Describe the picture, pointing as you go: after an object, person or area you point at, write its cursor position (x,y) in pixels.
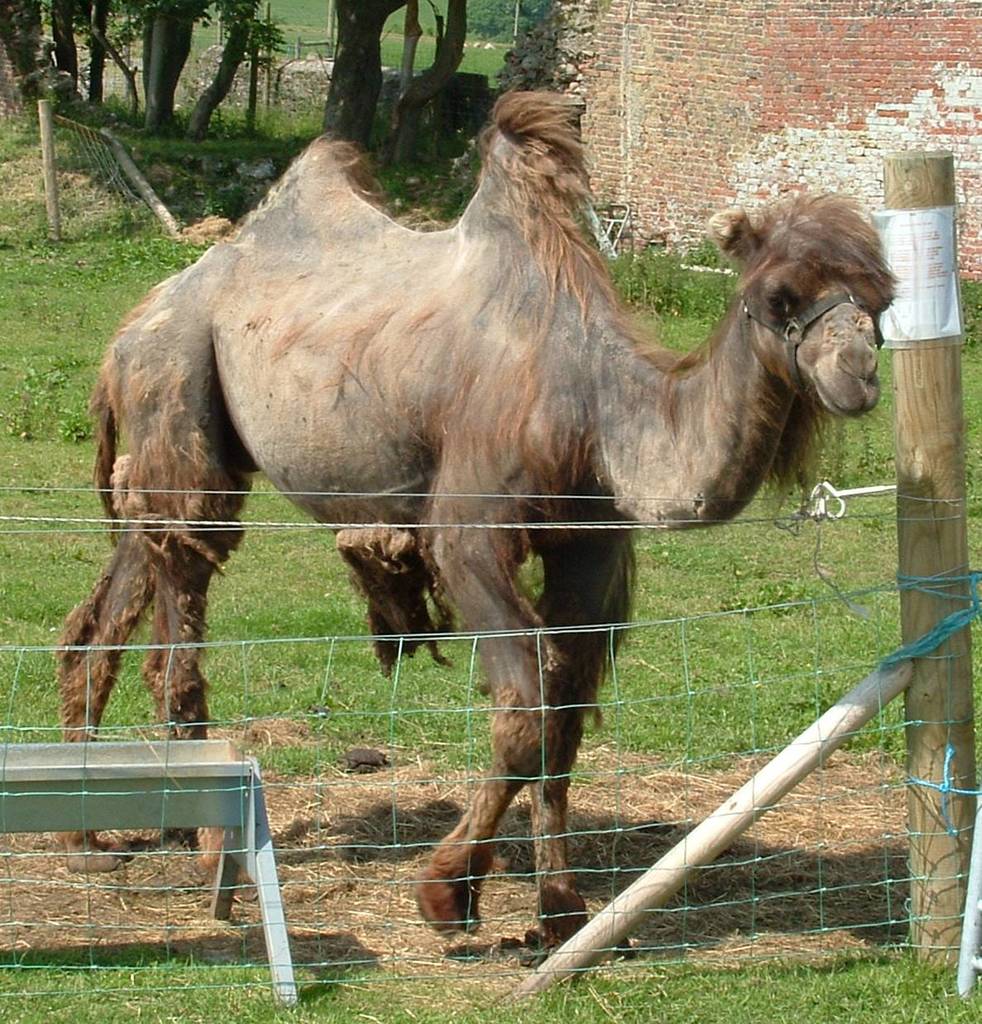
In the center of the image (597,396) there is a camel (622,381) standing on the ground (978,666). In the foreground (961,663) we can see fencing (404,527) and wooden pole (962,521). In the background (809,119) there is a wall (644,95), trees (236,60), poles (48,194) and plants (65,386).
